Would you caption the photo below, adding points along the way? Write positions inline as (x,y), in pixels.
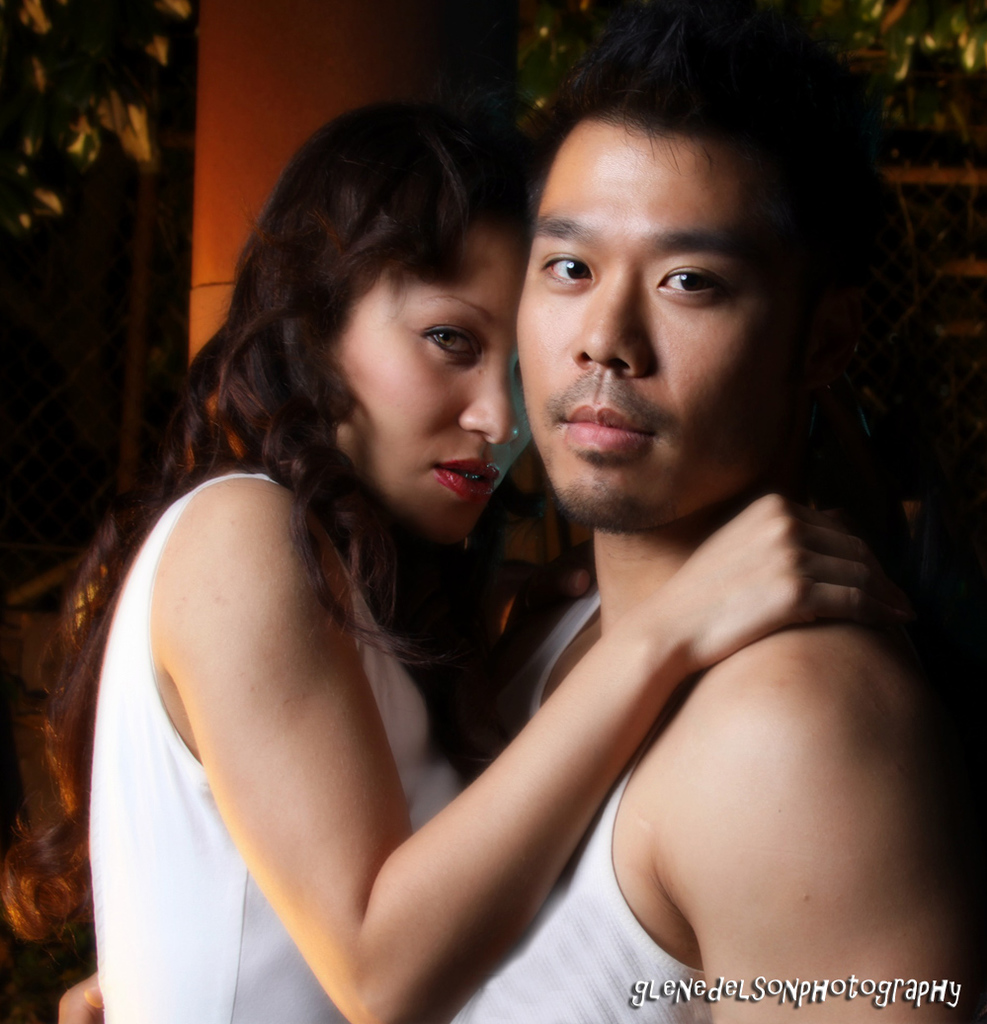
In this picture I can observe a couple (439,533). Both of them are wearing white color dresses (192,809). In the bottom right side (893,997) I can observe watermark (685,1001).
